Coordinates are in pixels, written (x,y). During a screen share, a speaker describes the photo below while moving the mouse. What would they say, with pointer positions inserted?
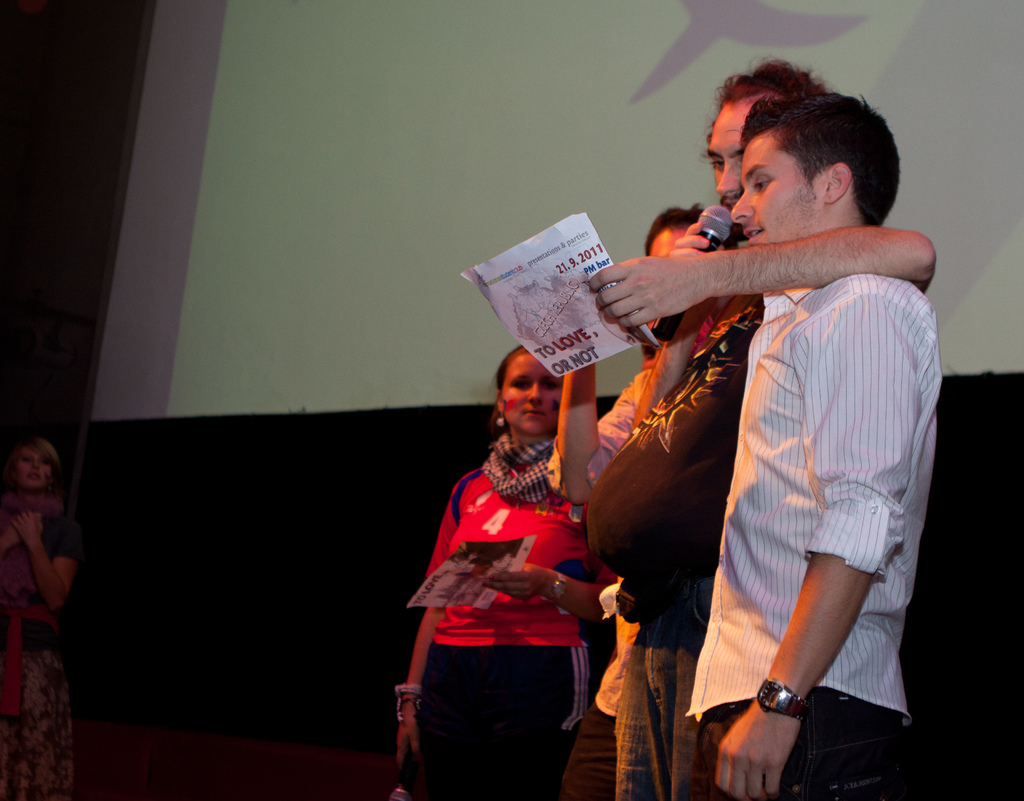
In this image i can see a group of people (645,450) standing and the person (677,434) over here is holding a mic (726,225) and a piece of paper (555,318). Here we have women (467,680) in the red color dress (497,622) and in the background (427,133) we can see a projector screen (161,329).
